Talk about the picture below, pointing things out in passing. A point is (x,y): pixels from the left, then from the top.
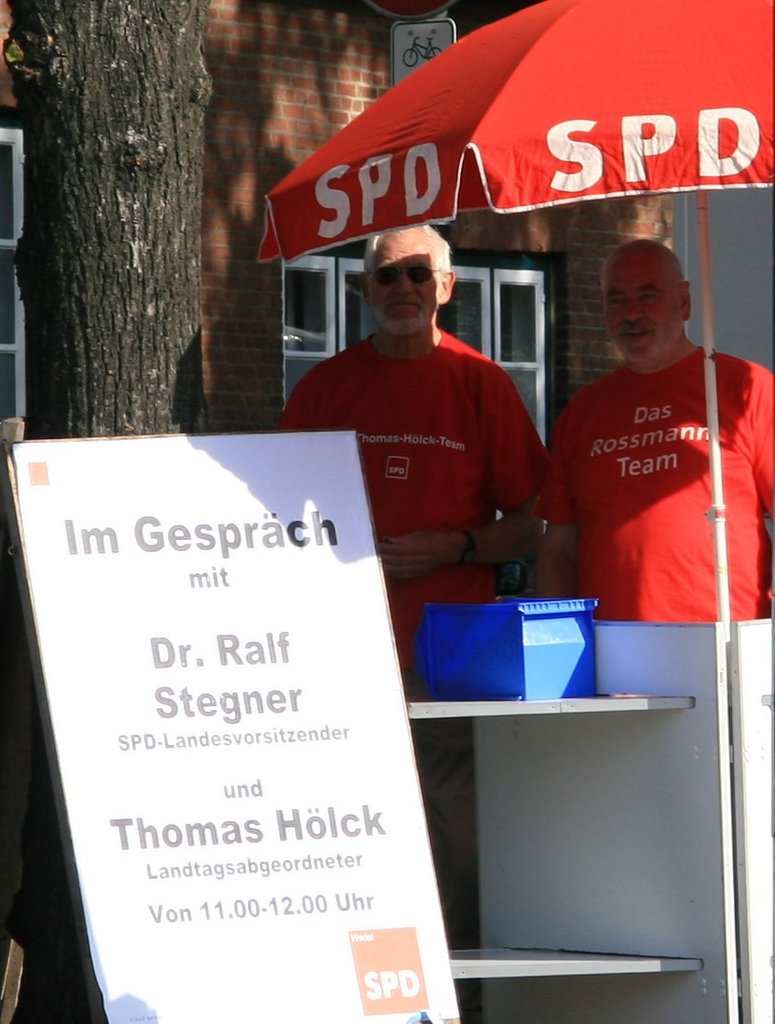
In this image we can see a hoarding (142,858) placed on a tree (144,112). To the right side of the image (666,376) we can see two persons (699,531) standing wearing red t shirts (337,426). In the background (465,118) we can see umbrella (666,135) and a building (289,88).
